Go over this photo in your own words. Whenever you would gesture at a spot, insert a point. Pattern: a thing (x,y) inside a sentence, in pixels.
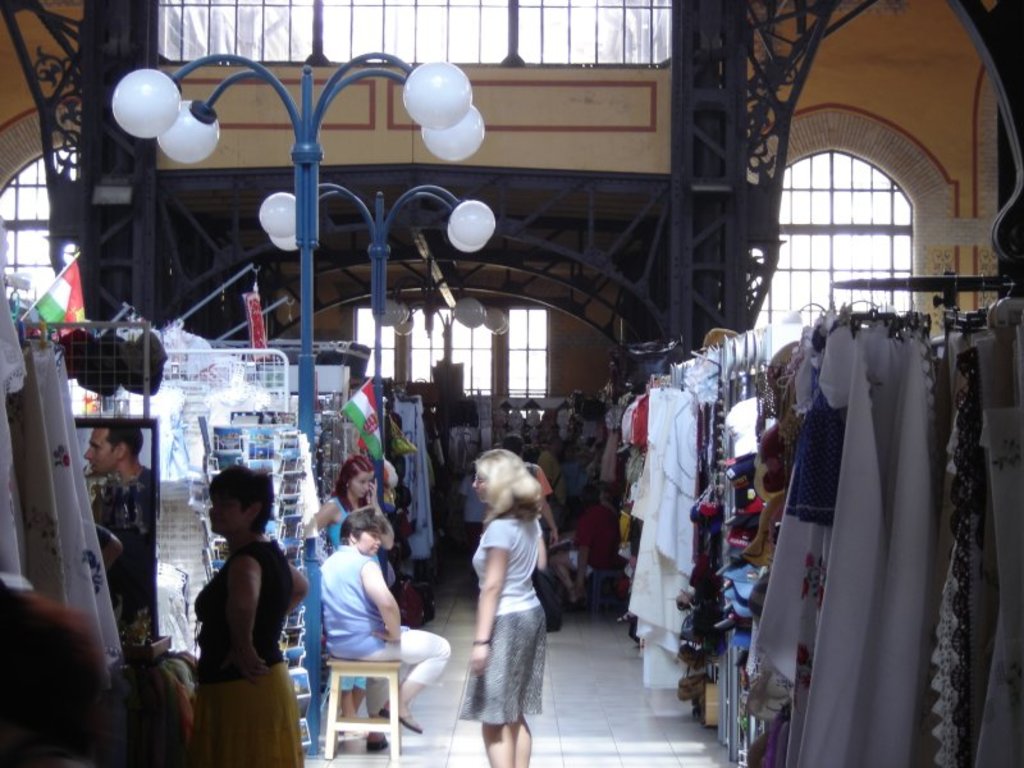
In this image we can see a group of people (525,502) on the floor (635,765). In that a woman (424,674) is sitting on a stool (338,665). We can also see some clothes (786,549) and objects (766,533) on the racks (304,552), the street poles (301,398), metal framed (638,299), windows (862,266) and a wall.
